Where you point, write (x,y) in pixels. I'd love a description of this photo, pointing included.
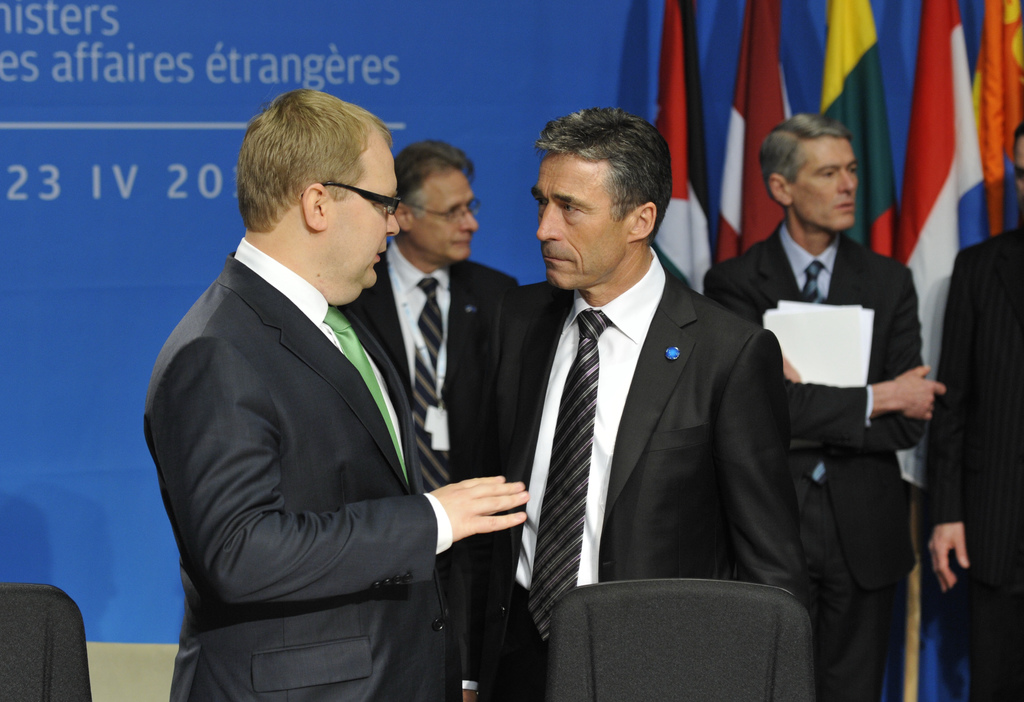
In this image there are two people (525,401) standing and talking with each other, in front of them there are chairs (42,666), behind them there are a few other people (791,273) standing, behind them there are flags (776,77) and there are posters (64,374).
